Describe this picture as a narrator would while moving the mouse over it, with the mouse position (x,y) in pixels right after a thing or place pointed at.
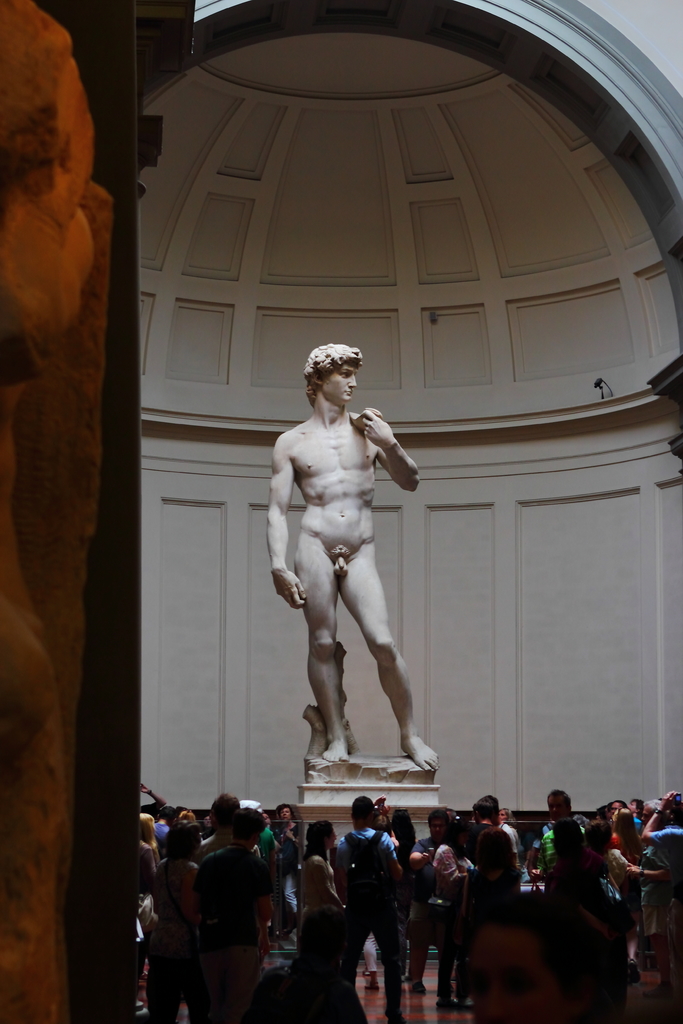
In this image we can see some group of persons (388,910) standing in a room (610,105), there is a statue (347,350) of a man (332,705) and in the background of the image (332,212) there is a wall (228,362).
